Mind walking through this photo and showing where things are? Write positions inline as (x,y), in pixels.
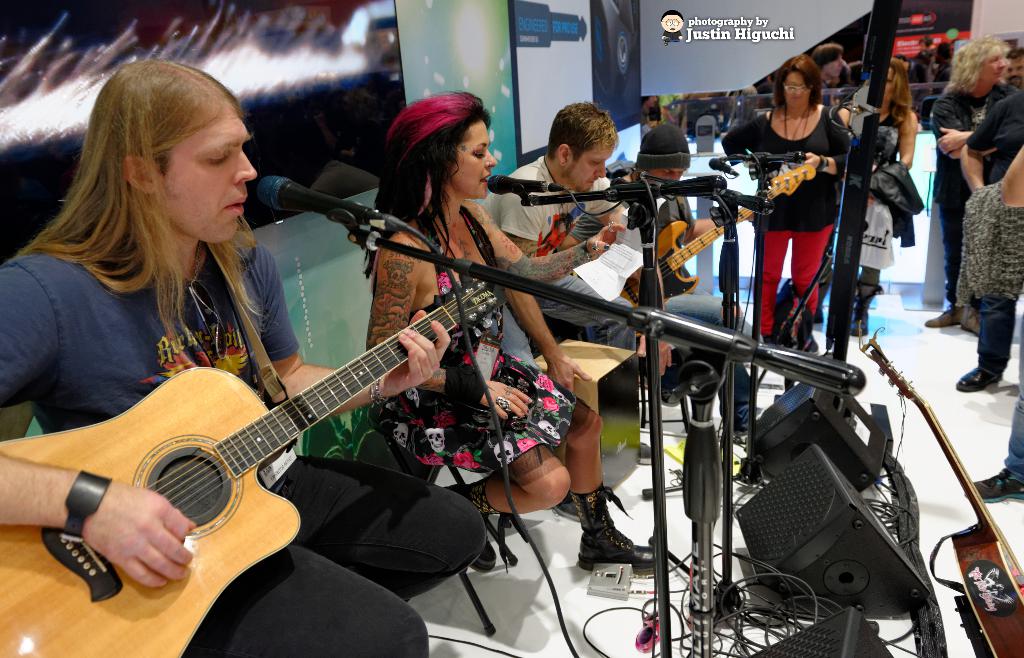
in this there are many people (665,214) over here, some people (419,314) are sitting and singing a songs in the micro phone (282,180) present in front of them, two people (262,630) are catching a guitar (680,279) in their hands (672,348) and playing, some people (972,201) are watching them, there are many cables (751,623) present over here.
